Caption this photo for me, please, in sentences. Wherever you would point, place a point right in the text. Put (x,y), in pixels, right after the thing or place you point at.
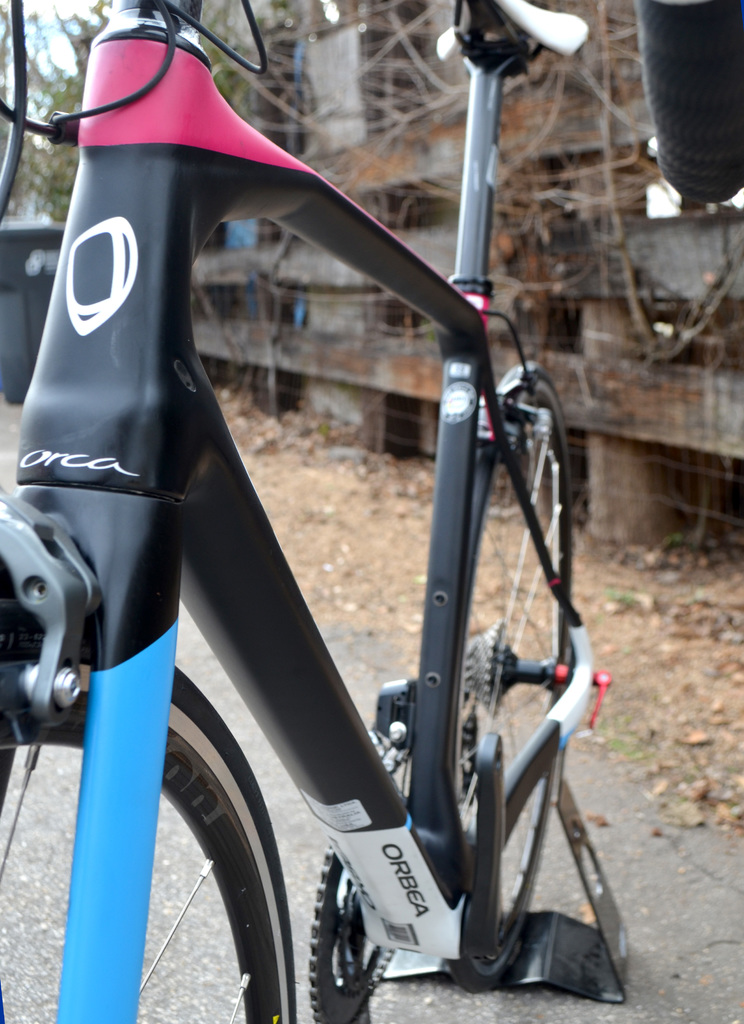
Here in this picture we can see a close up view of a bicycle (161,174) present on the road (345,655) and behind that we can see a wooden railing (589,228) present and we can see plants (2,129) and trees (75,35) in blurry manner.
